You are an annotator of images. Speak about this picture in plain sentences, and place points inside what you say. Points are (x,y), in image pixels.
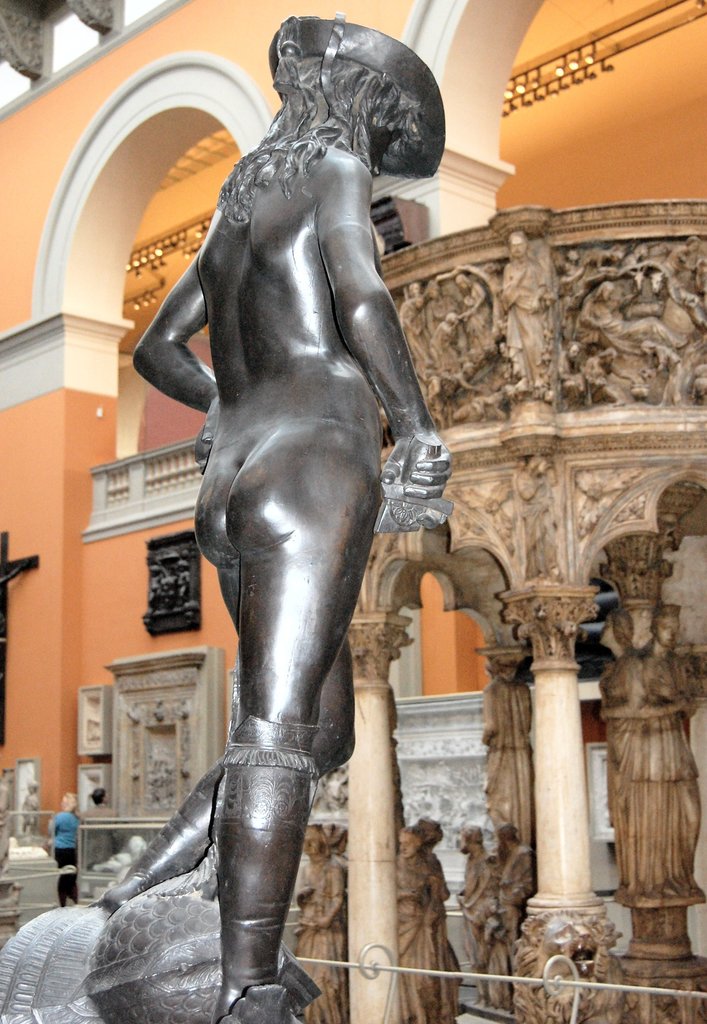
In the foreground of the picture (254,637) there is a sculpture (350,552). In the center of the picture (453,598) there are sculptures (519,701). In the background (90,440) there is construction (146,218). On the left (74,834) there is a person (56,826).
